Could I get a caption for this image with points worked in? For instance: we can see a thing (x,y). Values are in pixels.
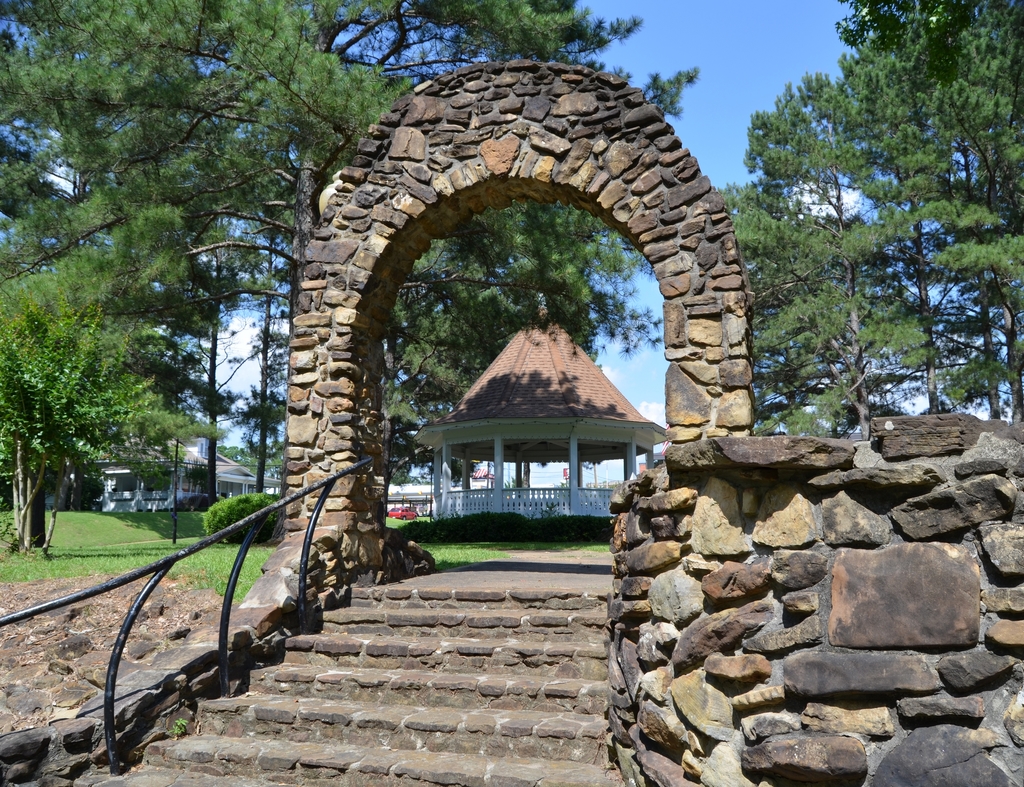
In this image there is the sky (743,60), there are buildings (518,475), there are trees (898,277) truncated towards the right of the image (922,139), there are trees (349,132) truncated towards the left of the image (30,360), there is a plant (239,511), there is the grass (157,531), there is an arch (339,368) made of stones (370,366), there is a staircase (434,659), there is a wall (875,497) truncated towards the right of the image (900,533), there is a car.
